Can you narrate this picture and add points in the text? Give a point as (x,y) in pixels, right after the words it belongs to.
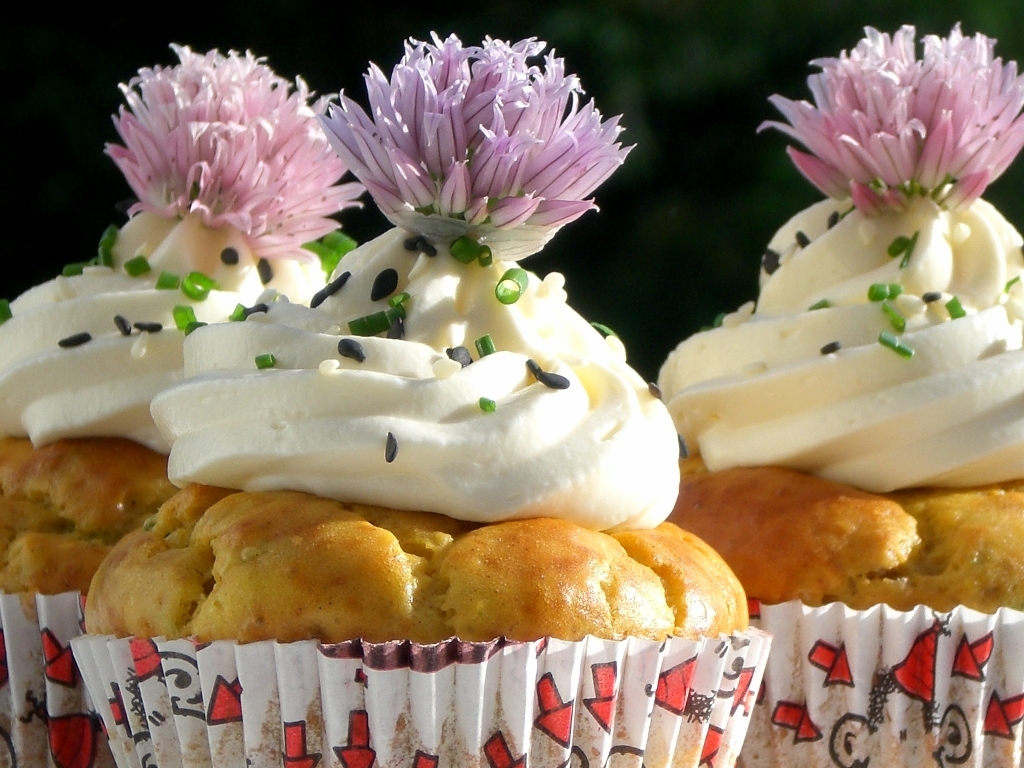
Background (839,10) portion of the picture is blur. In this picture we can see the cupcakes (765,568) and they are garnished with the flowers (606,131), sesame seeds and spring onions (498,286).
